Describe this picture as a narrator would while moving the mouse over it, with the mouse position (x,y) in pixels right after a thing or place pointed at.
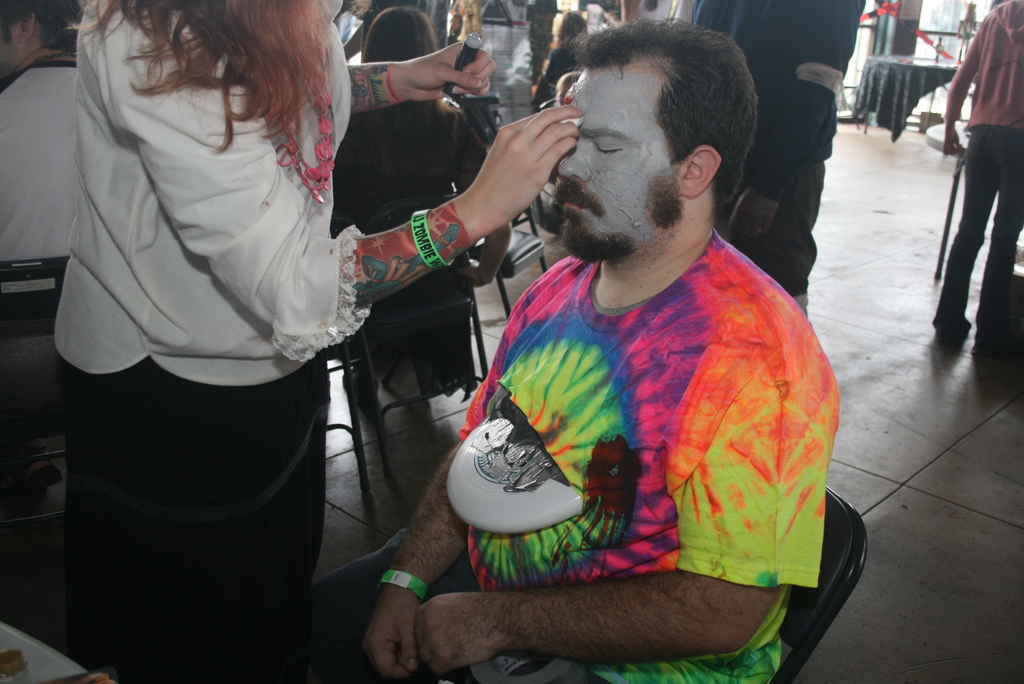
In this image I can see people (693,439), table (900,118) and objects (435,268). Among them few people (4,166) are sitting on chairs (392,296). In the front of the image (186,184) a woman (205,305) is standing and holding objects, on her hands (394,77) there are tattoos (412,254).
